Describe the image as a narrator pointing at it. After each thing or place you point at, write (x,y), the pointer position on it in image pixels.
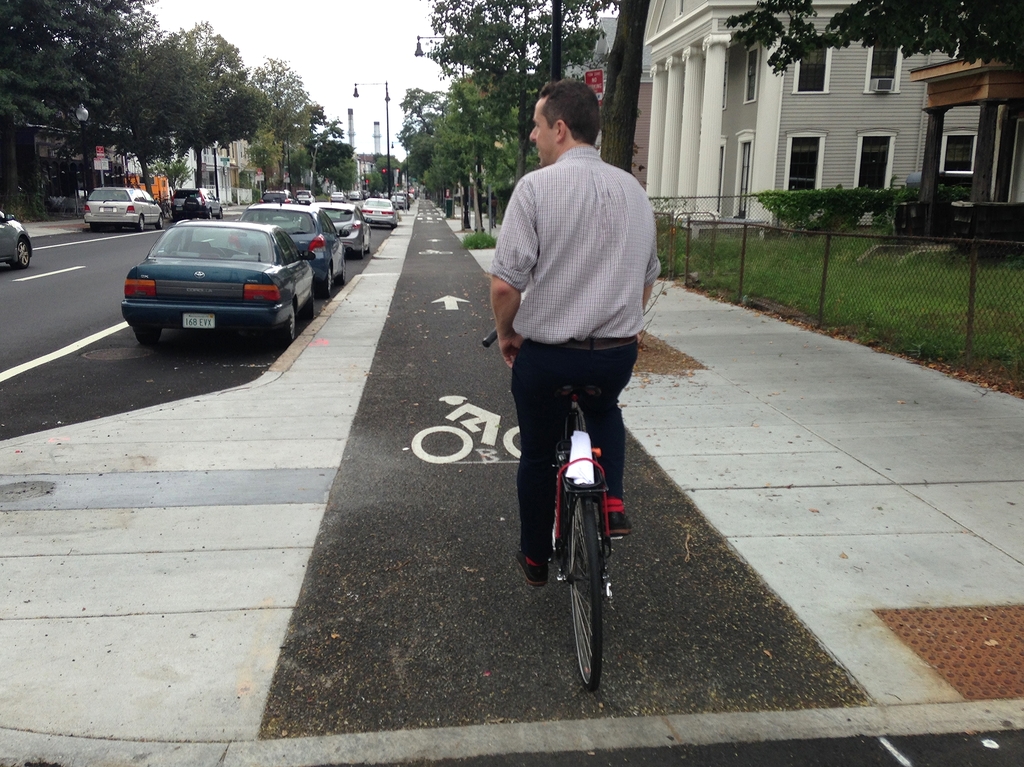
This picture is of outside. In the center (572,258) we can see a man (622,360) riding a bicycle (604,523) on the sidewalk (720,417). On the right corner (819,36) we can see the building (853,99) and plants (825,205) and also the green grass (959,283). On the left (272,209) there are group of cars (285,220) on the road (76,323). In the background (137,62) we can see the sky (368,28), some trees (478,33) and poles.
